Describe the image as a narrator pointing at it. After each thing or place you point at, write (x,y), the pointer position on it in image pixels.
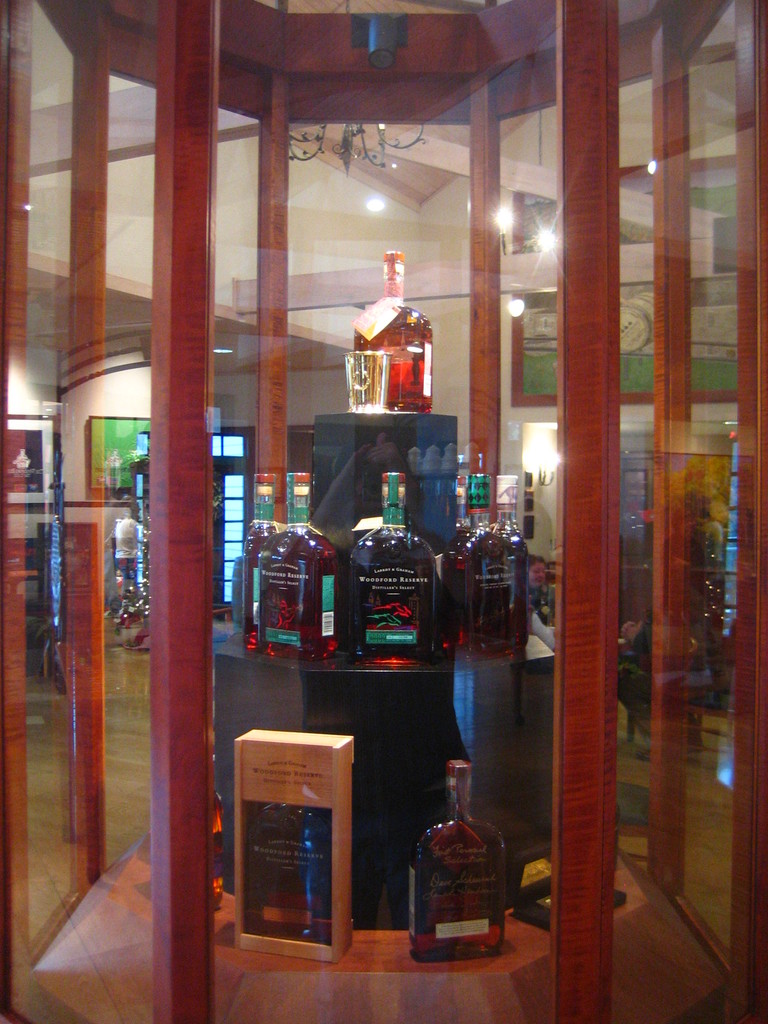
In the picture there are some alcohol bottles (388,558) which are arranged in an order they are enclosed inside a glass room (637,603), outside that there are some people (117,527) and some photographs (47,456) to the wall (81,431) and a door (224,437).
